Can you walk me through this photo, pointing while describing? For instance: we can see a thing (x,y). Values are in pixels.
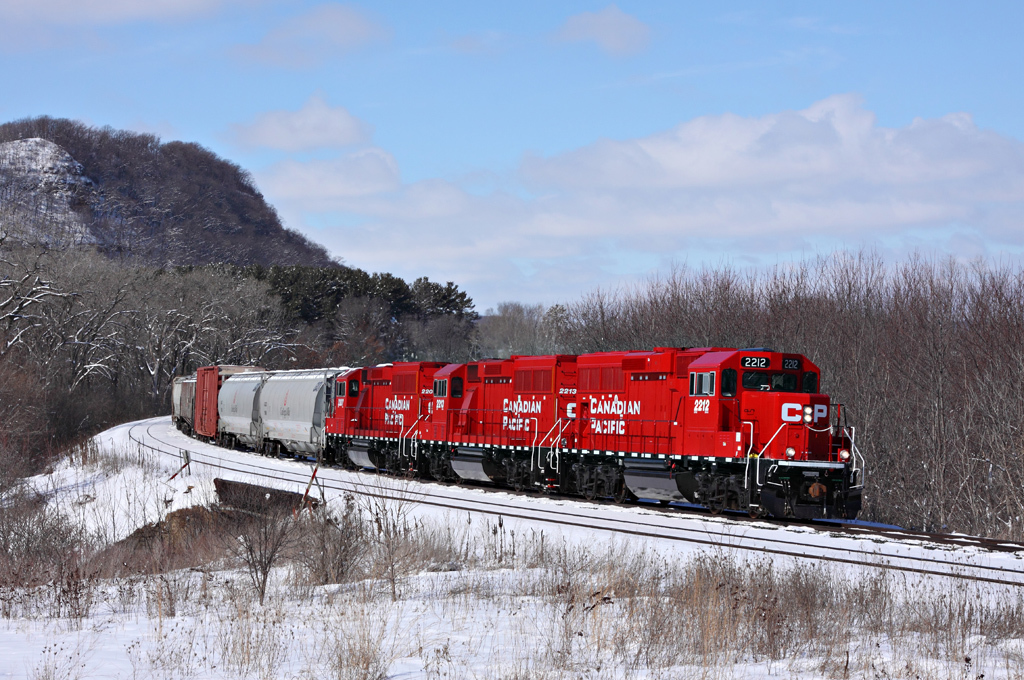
Here in this picture we can see a train (642,476) present on the railway track (279,475) over there and we can see snow (134,448) present over there and we can see plants (234,544) and trees (180,340) present on either side of it over there and behind it we can see a hill (12,215) present, which is covered with plants (170,232) over there and we can also see clouds (424,193) in the sky (753,176).
